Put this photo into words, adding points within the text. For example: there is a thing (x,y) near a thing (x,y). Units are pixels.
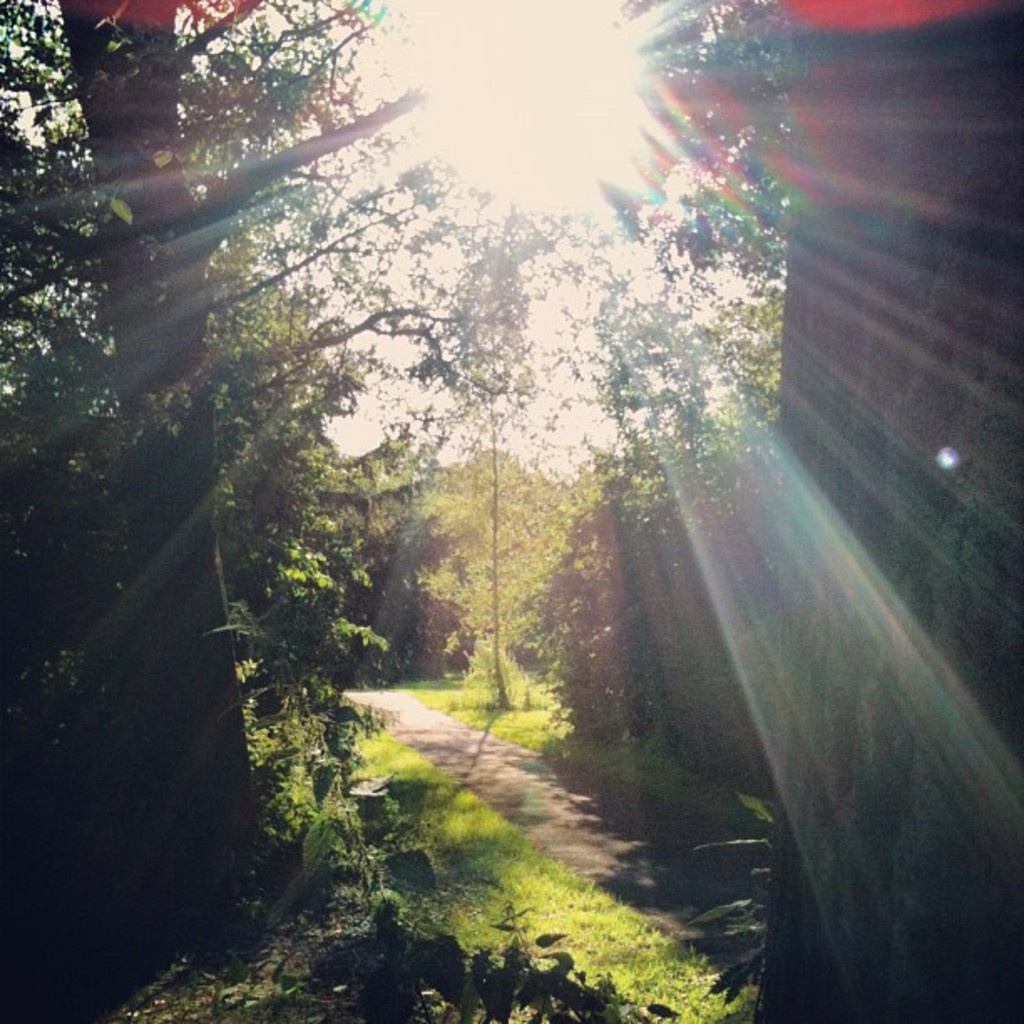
In the foreground of this image (606,776), there is a path (464,757) and on either side, there are trees (506,554). At the top (545,85), there is the sun (565,37) and the sky (558,288).
